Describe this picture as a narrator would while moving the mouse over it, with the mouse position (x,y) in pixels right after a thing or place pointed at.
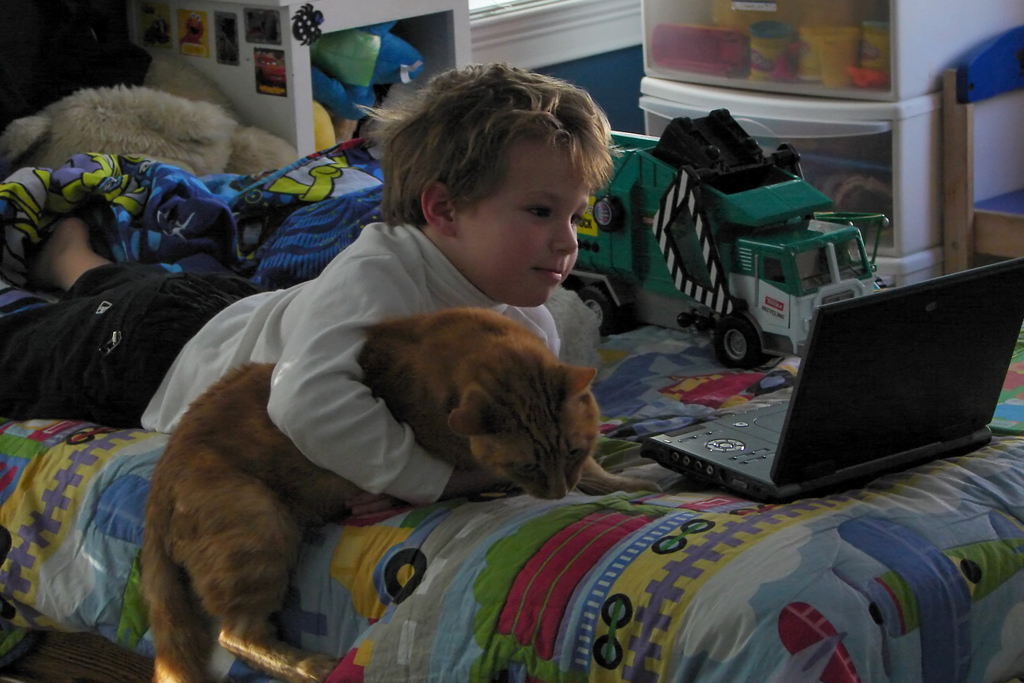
In the center (554,248) we can see one boy (330,441) holding cat (613,483) lying on bed (673,563). On bed (679,563) we can see tab (809,452), toy (794,297), bed sheet (696,554) and some more objects (308,213). And back we can see table (917,132), chair (947,217) and few objects (87,115) around him.
